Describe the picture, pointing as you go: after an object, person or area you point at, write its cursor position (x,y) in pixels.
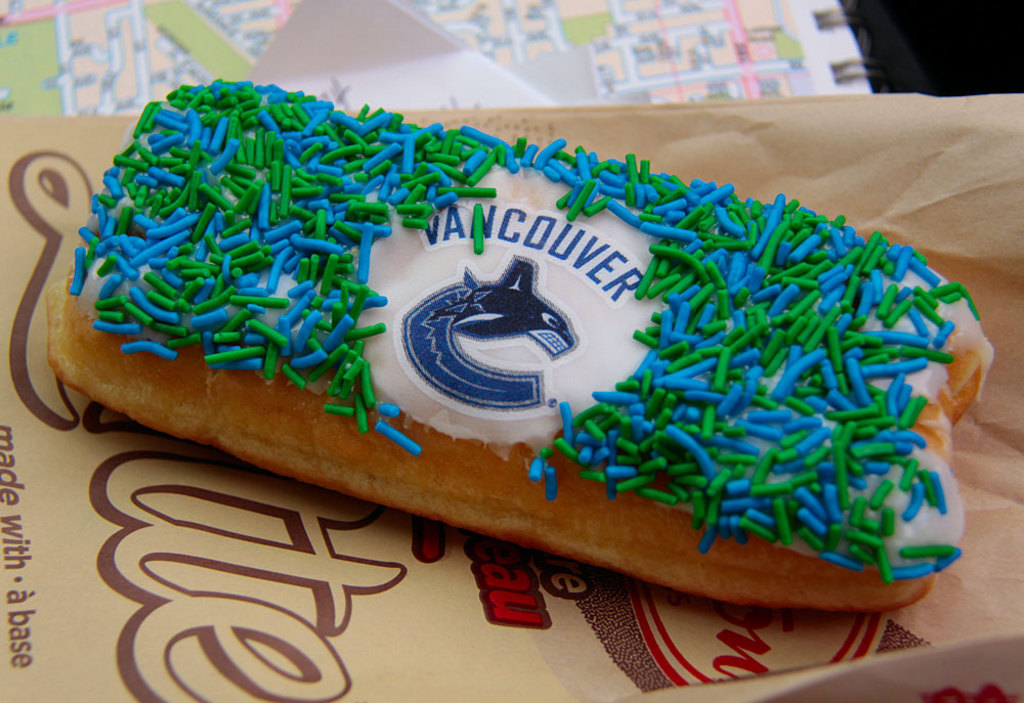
At the bottom of the image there is a table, on the table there is a paper (89,697), on the paper (1007,496) there is food (727,202).
